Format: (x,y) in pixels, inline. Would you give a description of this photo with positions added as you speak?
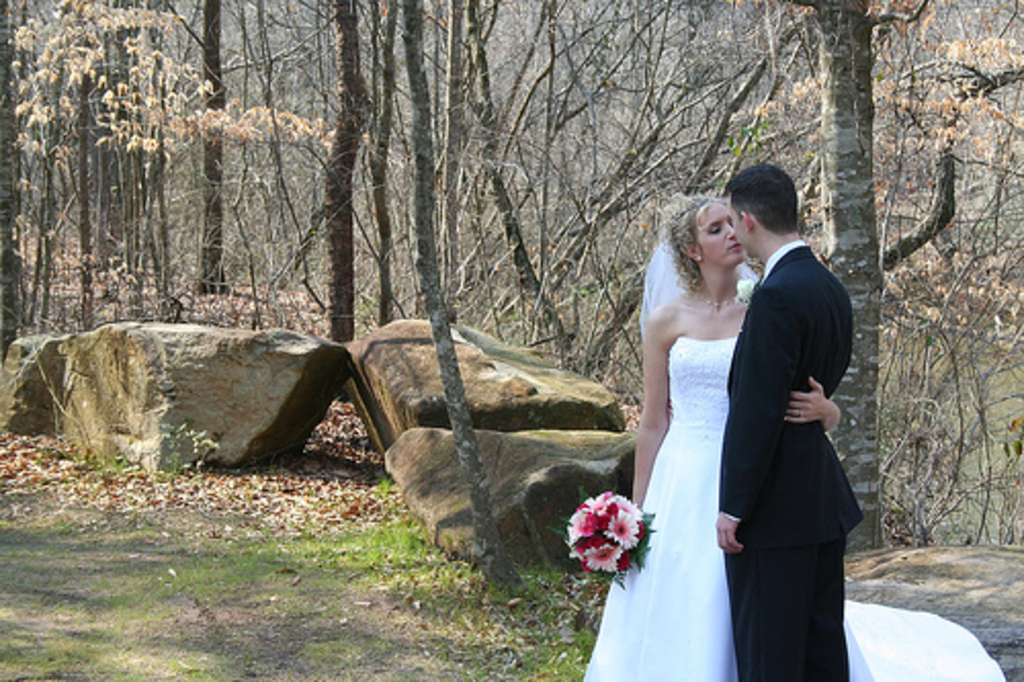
In this image we can see a man (743,627) and woman (682,645) is standing. man (764,488) is wearing black color suit (762,528) and the woman (723,388) is wearing white color gown (674,498) and holding bouquet (618,521) in her hand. Background of the image (476,440) trees (384,194) and rocks (409,413) are present.
